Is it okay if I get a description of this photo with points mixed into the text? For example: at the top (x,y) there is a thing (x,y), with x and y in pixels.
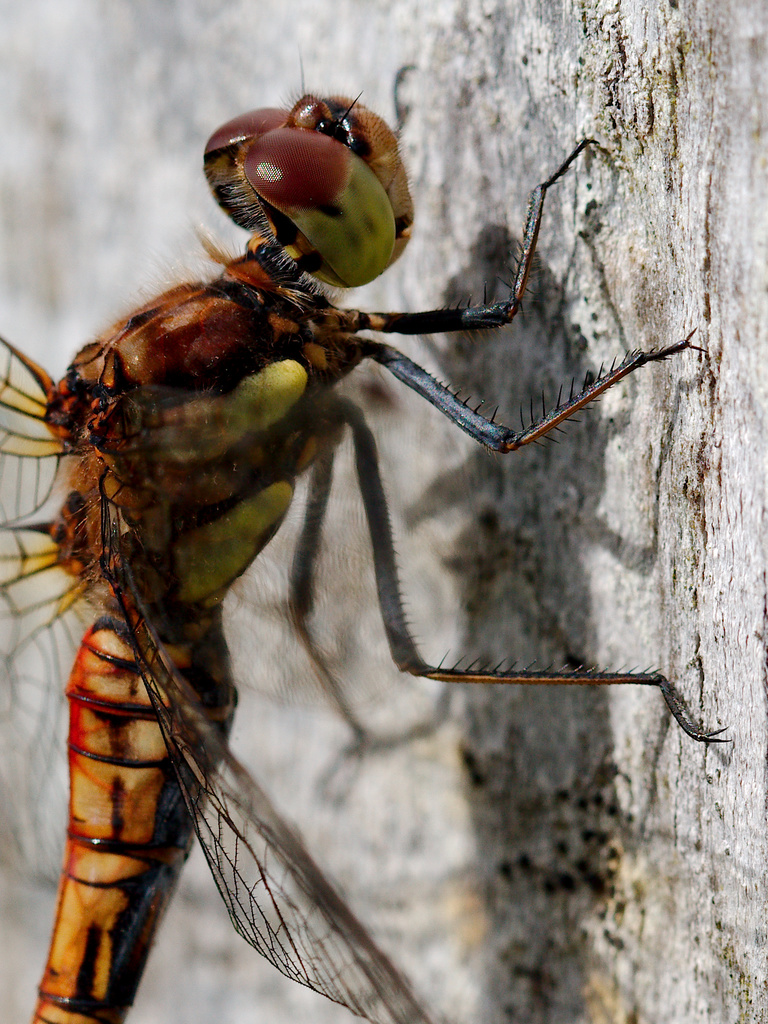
In this image I can see a dragonfly (294,303).
